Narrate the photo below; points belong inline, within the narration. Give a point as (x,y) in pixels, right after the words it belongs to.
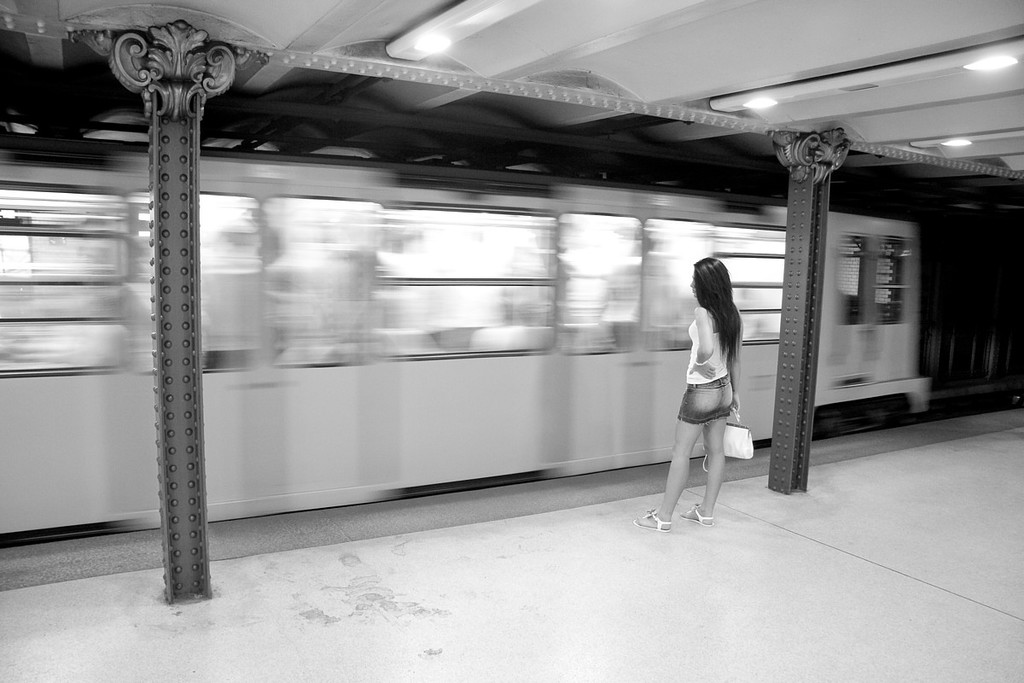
In this image we can see the person (681,447) standing on the ground (732,475) and holding a purse (724,432) and there are pillars (182,505) and ceiling (658,51) with lights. In front of the person (688,433) we can see the train (649,274).
